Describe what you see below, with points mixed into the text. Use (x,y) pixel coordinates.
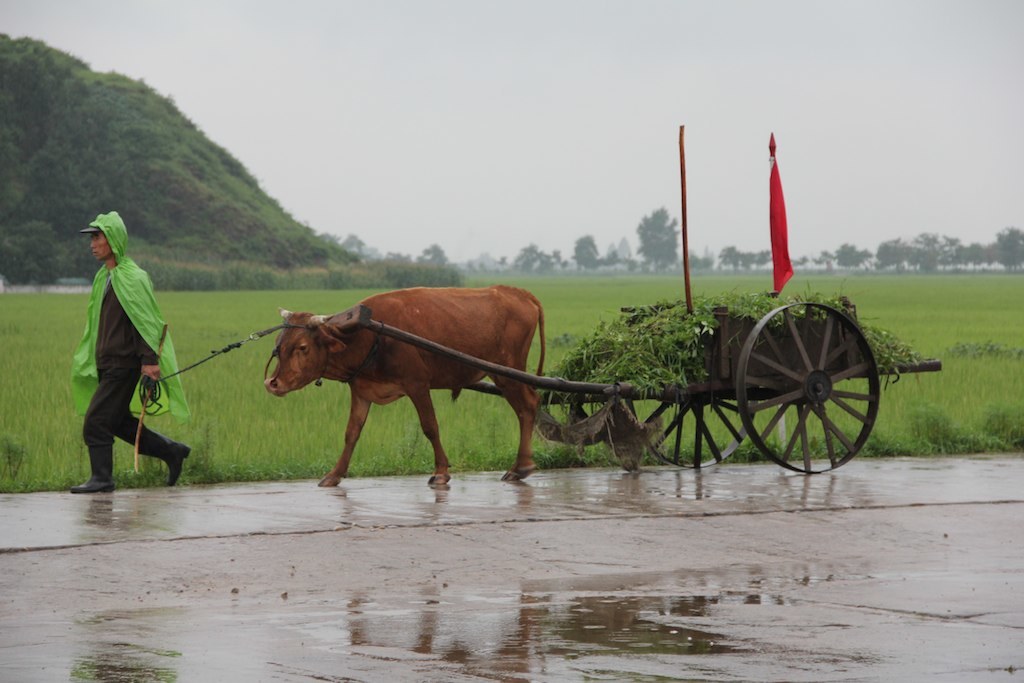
In the image there is a man (109,418) carrying a bullock cart (476,367) and on the cart (835,310) there is some grass (718,303) and the cart (448,357) is tied to a cow (363,345) and the ground (227,491) is wet. Behind the ground (374,486) there is a lot of greenery (500,277) and in the background (101,117) there is a mountain (217,148) and sky (283,120).
